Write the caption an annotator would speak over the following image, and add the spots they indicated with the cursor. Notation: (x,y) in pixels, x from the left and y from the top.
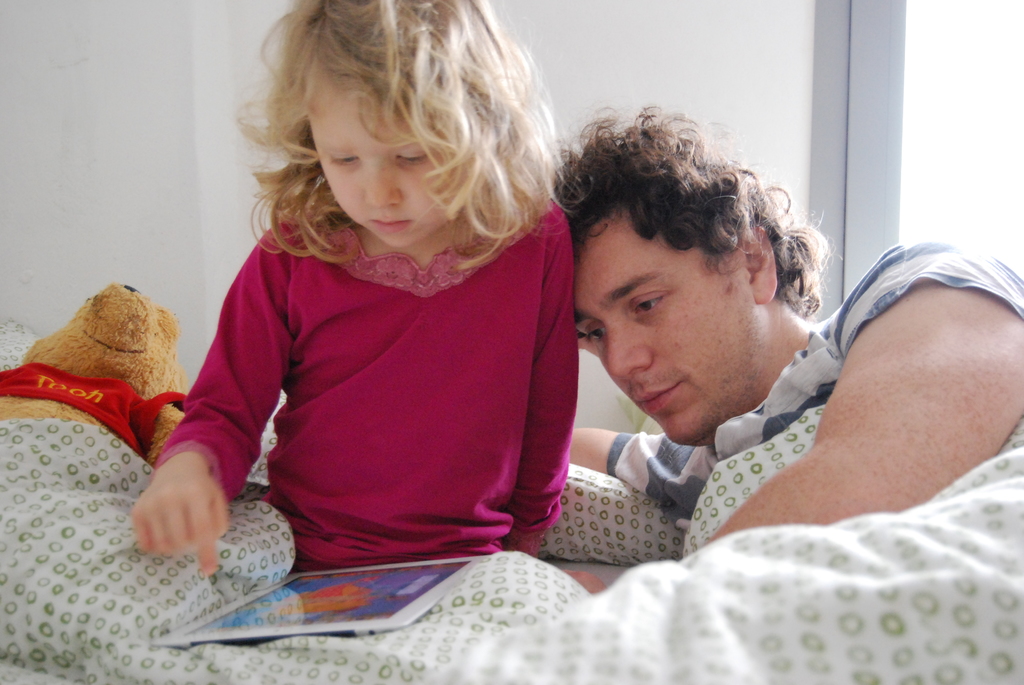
In this image we can see a man (1009,288) lying on the bed (972,504). There is a kid (563,484) sitting and looking into a tab (327,579). Here we can see a blanket (537,586), pillow (652,526), and a toy (121,375). In the background (105,232) we can see wall (583,2).
